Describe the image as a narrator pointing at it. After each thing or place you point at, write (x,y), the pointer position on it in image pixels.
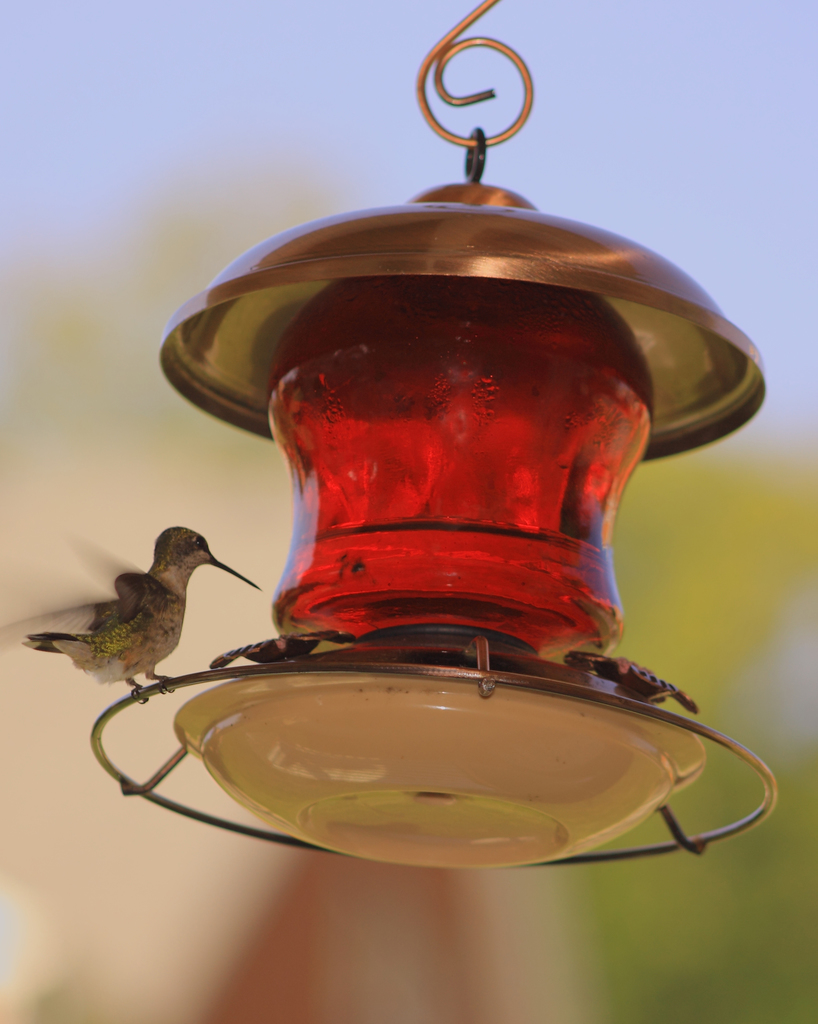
There is a bird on lantern (396,267). In the background (781,164) it is blurry and we can see sky (619,52).
